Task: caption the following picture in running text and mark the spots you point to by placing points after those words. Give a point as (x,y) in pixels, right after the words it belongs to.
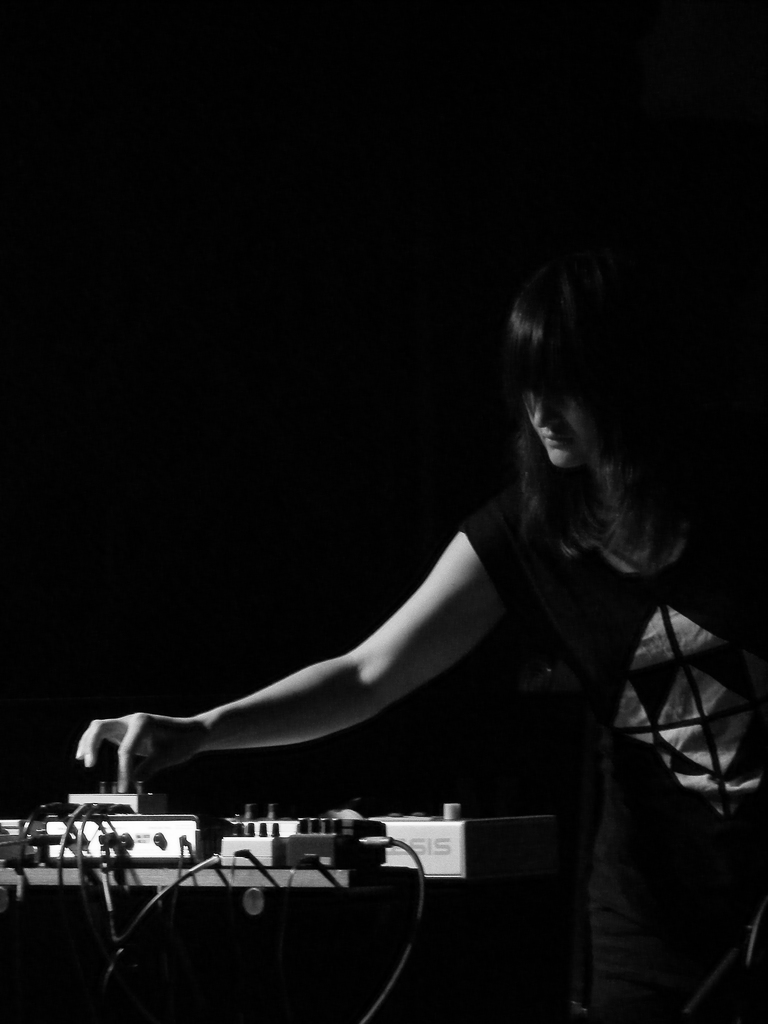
As we can see in the image there is a woman (600,610) wearing black color dress (621,798) and table (307,874). On table (307,874) there are switch boards (161,853). The image is little dark.
